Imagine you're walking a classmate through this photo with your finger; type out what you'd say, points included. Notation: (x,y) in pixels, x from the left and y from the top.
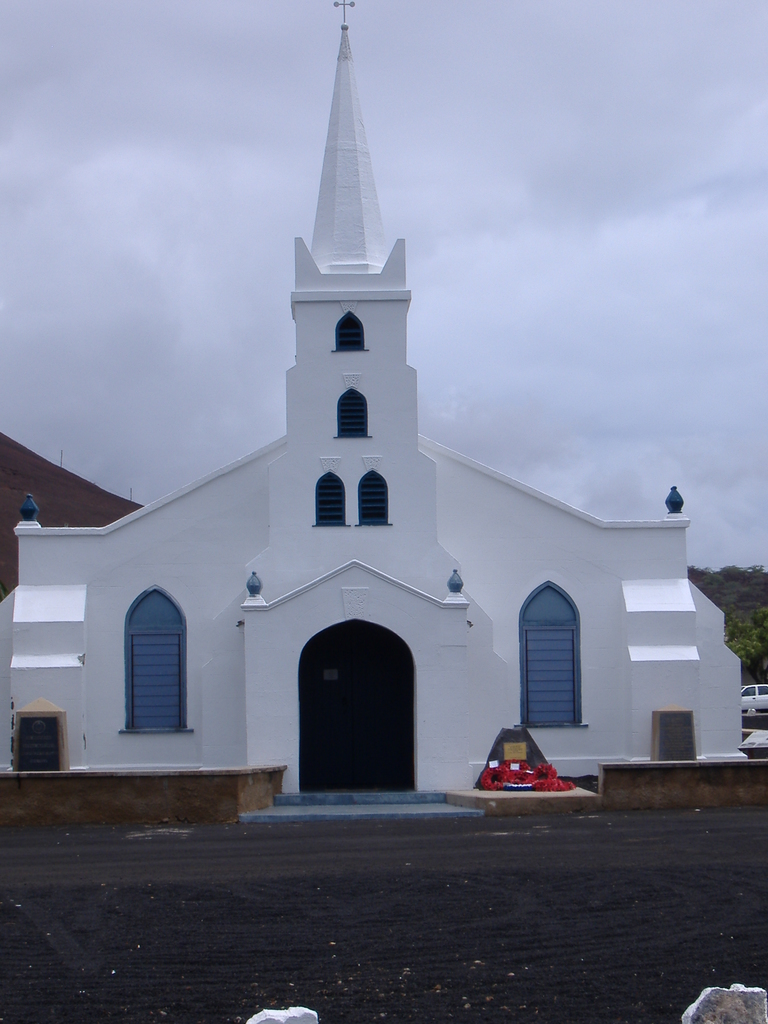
In the center of the image (353,619) there is a church (315,707). At the bottom of the image (312,898) we can see road (478,973). In the background (760,677) there are trees (748,601) and car (753,701).
